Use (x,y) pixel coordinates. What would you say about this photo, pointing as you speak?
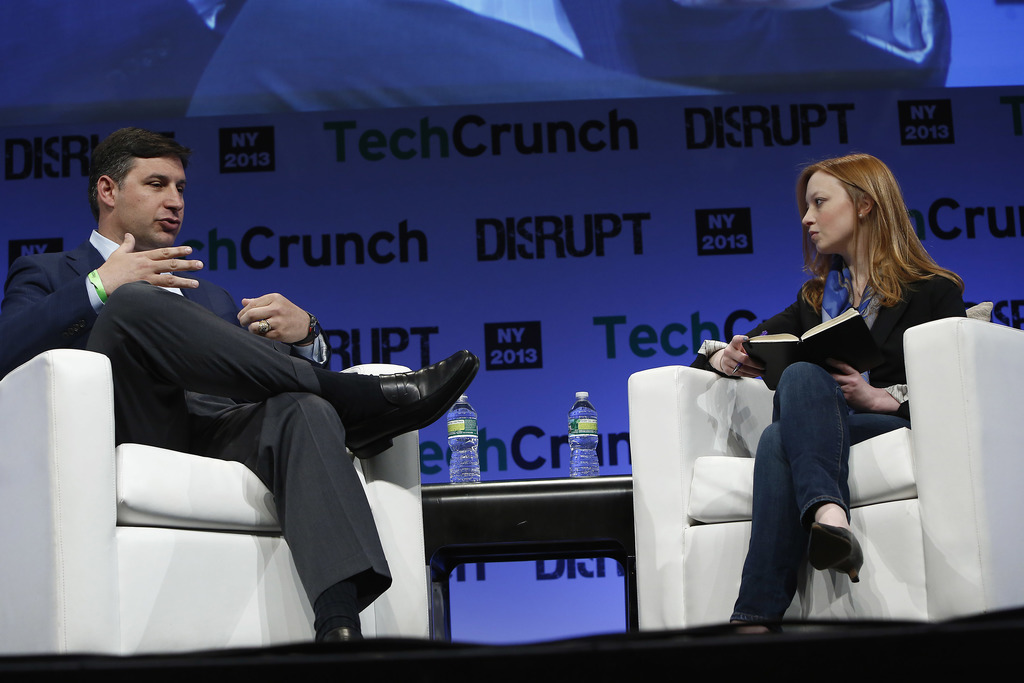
In this image we can see two people (250,423), one is a boy (280,432), one is a girl (769,466) sitting on a couch (924,535) in the opposite direction, in between them there is a table (533,519). On the table (509,483) there are two bottles (580,450) and the girl (783,411) holding a book (826,354).
